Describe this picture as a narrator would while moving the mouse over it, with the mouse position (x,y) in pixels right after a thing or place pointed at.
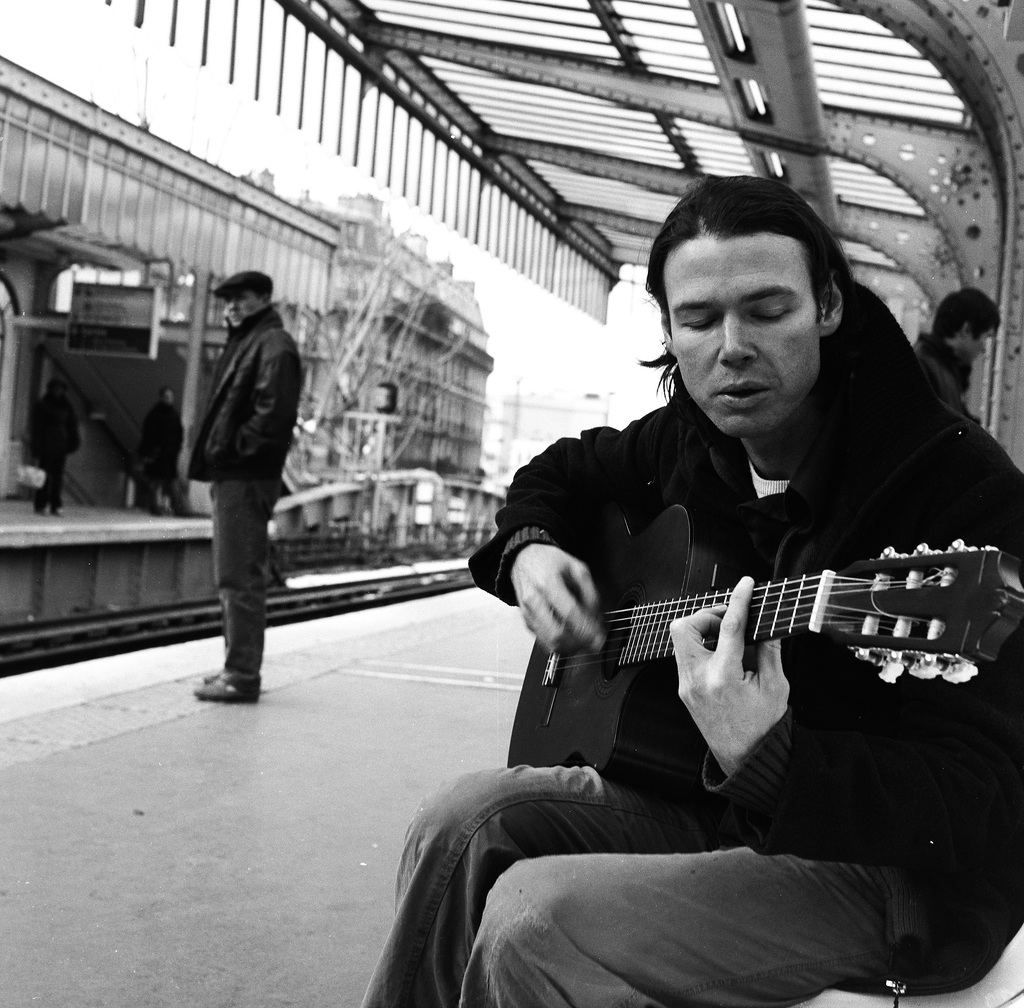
In this image I can see people (144,439) where a man (778,243) is sitting and holding a guitar (607,524) and rest all are standing.
